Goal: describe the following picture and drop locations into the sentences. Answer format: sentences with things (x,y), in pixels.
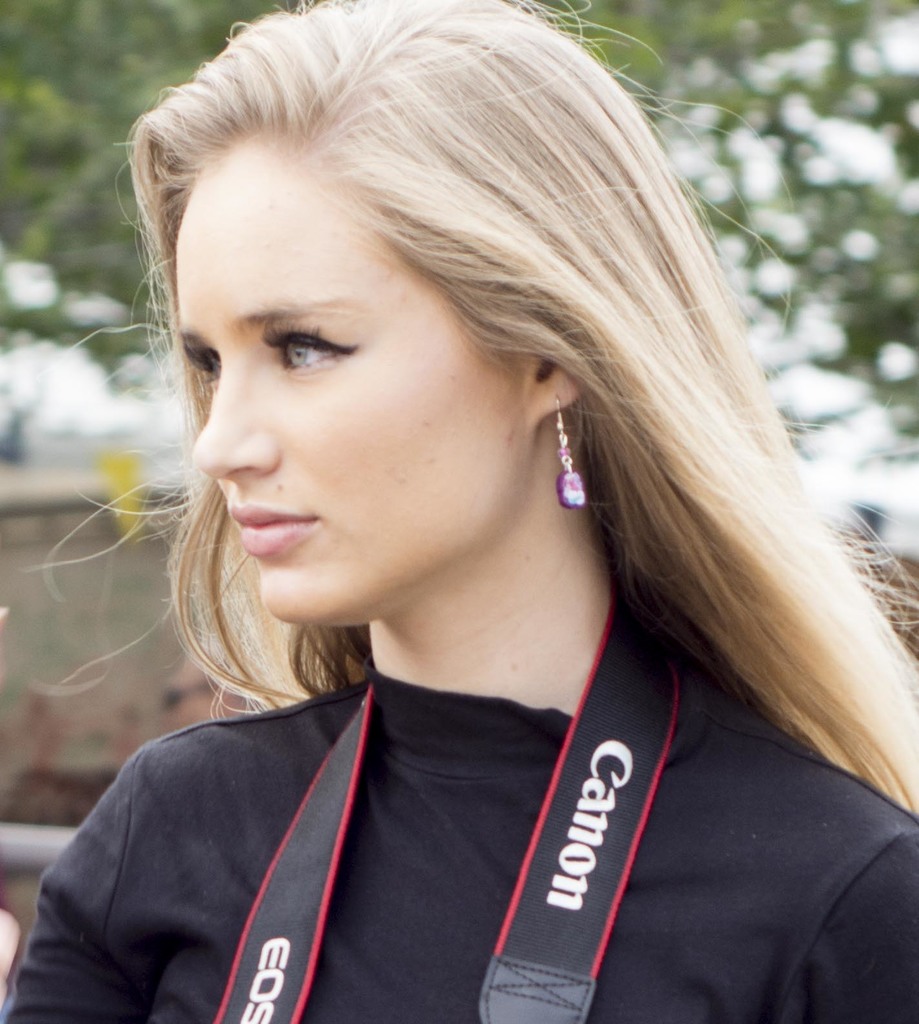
In the image we can see close up image of a woman (403,860) wearing clothes (695,865) earring (574,480). Here we can see camera belt (321,847) around her neck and the background (861,430) is blurred.
